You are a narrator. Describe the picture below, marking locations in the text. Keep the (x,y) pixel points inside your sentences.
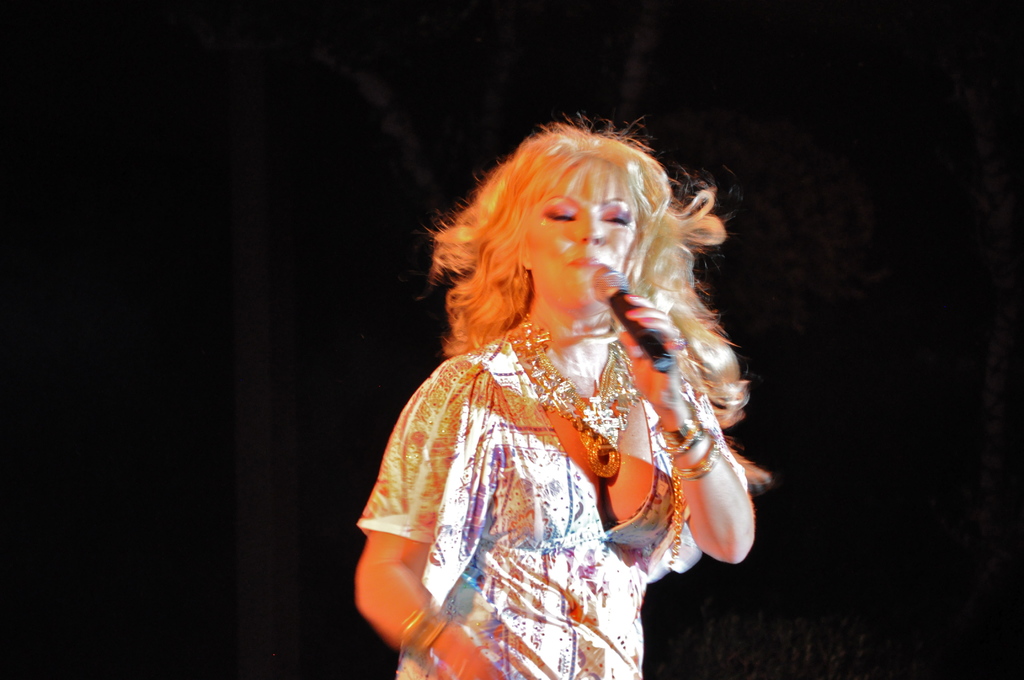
A woman (540,137) is singing with a mic (602,295) in her hand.
